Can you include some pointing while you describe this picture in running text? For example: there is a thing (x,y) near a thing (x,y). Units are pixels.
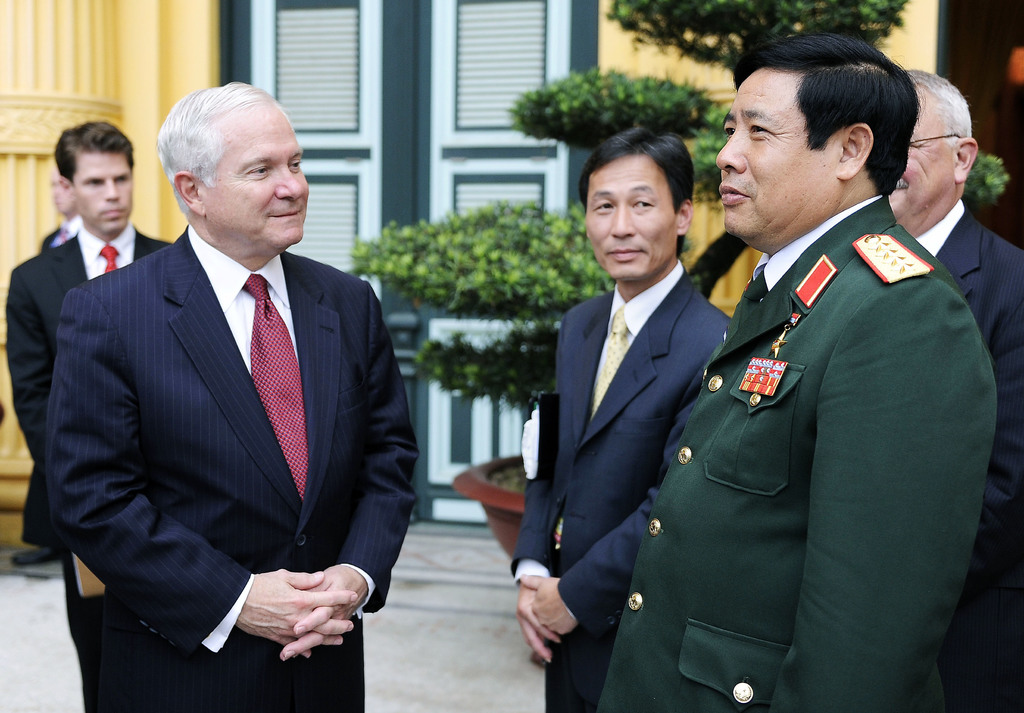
The man (749,346) on the right corner of the picture (851,428) is in uniform (845,432) which is green in color. Beside him, we see people (522,625) wearing black and blue blazer (229,422). Behind them, we see a flower pot (484,483) and beside that, we see a door (315,101) in green color and in the background (116,101), we see a wall (129,65) and a pillar (94,77) in yellow color.
